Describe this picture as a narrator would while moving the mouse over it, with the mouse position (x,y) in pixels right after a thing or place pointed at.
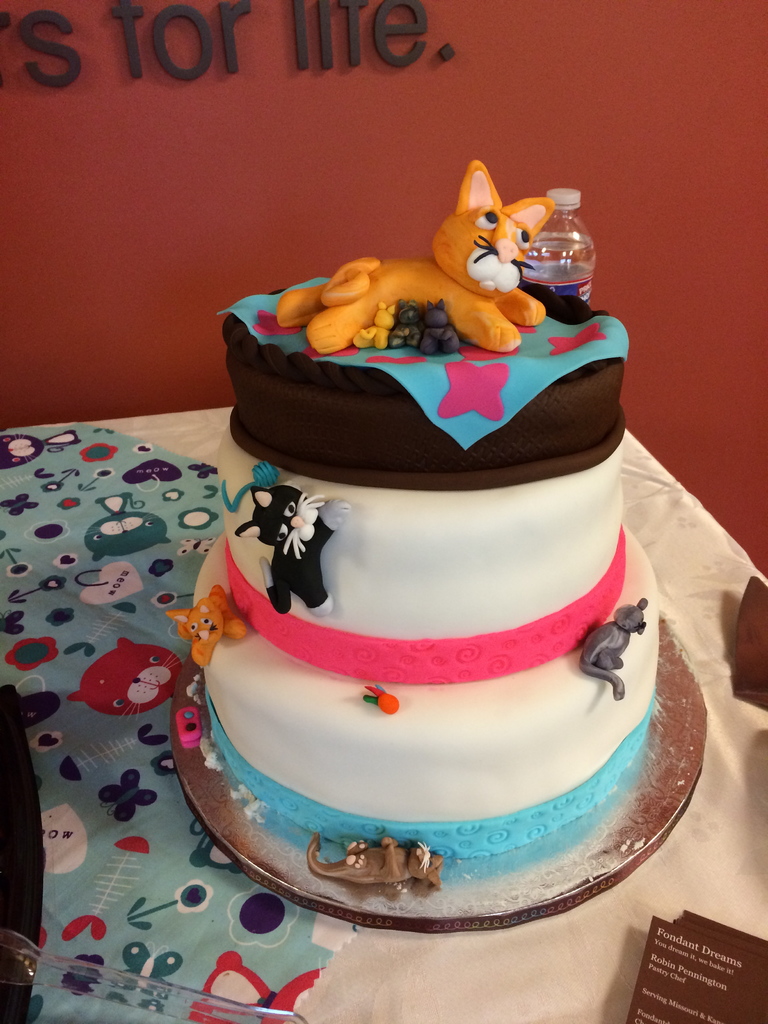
In this image i can see a cake (262,545) on the table (251,919), the cake (529,753) is in blue, white, ash, black, pink color and there is a cat (454,237) on the cake (554,345) at the background (588,247) i can see a bottle (582,246) and the wall (623,129) is in orange color some thing (381,46) written on it, on the table (399,962) there is a cloth (349,1000) covered.
